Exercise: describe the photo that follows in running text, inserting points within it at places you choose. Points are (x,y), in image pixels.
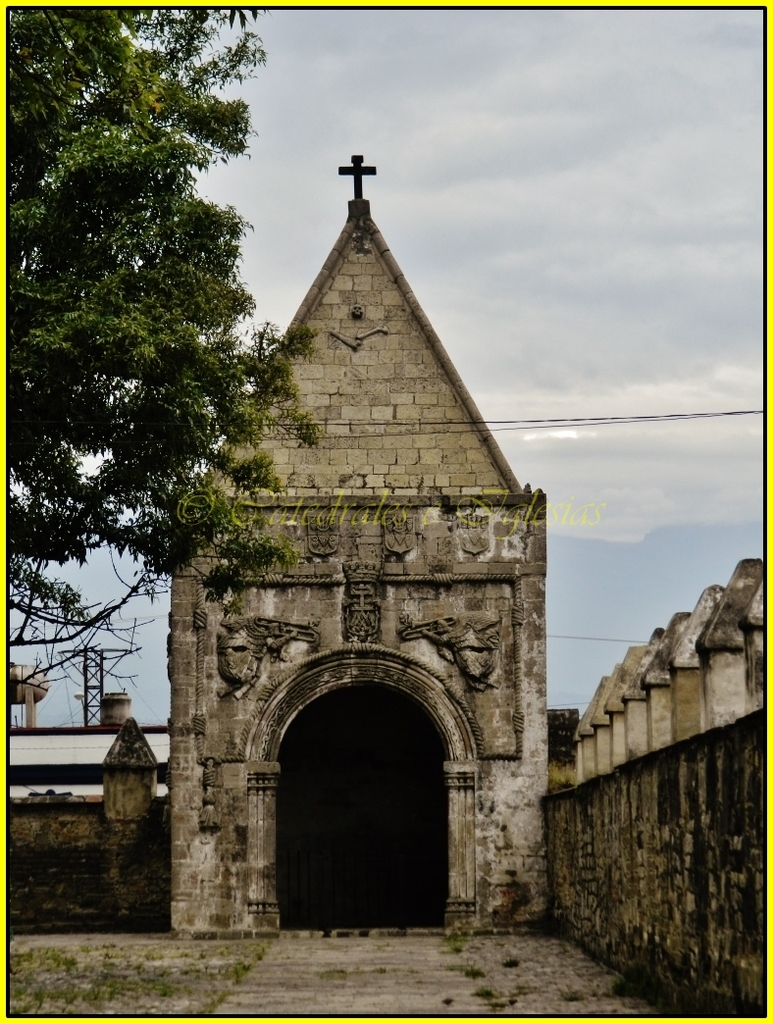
In this picture we can see an arch (321,694), in the background (143,661) we can find metal rods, tree (25,347) and clouds (535,460), in the middle of the image (492,505) we can find some text (479,504).
